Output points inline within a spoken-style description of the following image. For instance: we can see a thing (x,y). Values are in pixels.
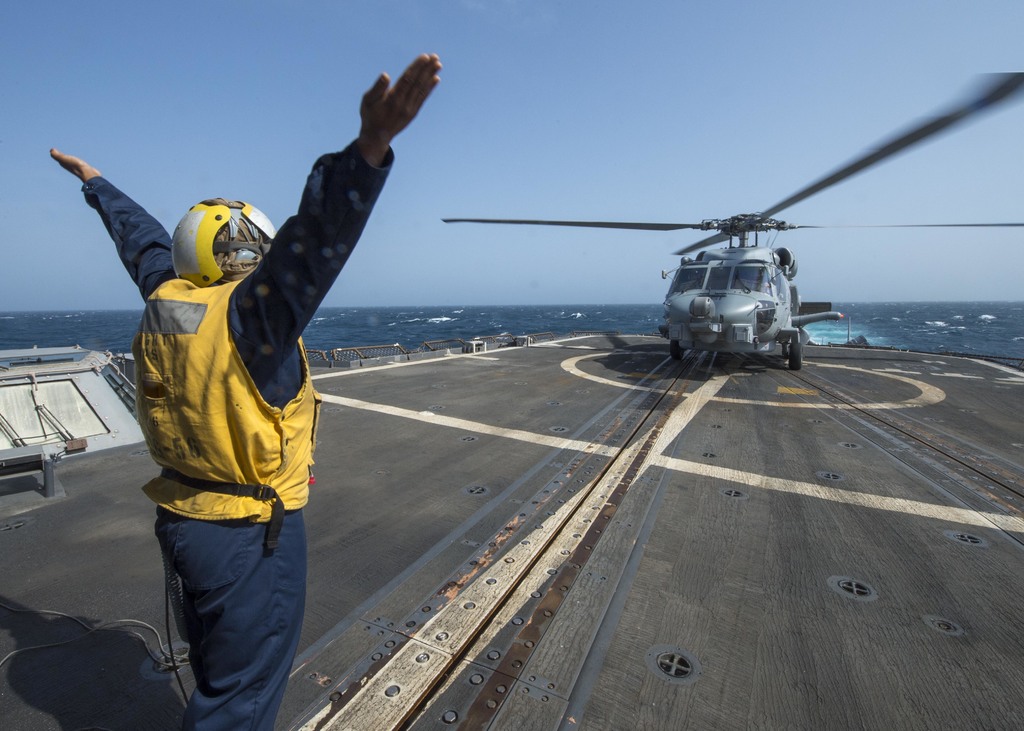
In the image we can see a man (195,435) standing and facing back, he is wearing clothes (185,550) and the helmet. In front of the man (191,608) there is a helicopter (698,299). Here we can see the sea (855,332) and the sky (625,125).
